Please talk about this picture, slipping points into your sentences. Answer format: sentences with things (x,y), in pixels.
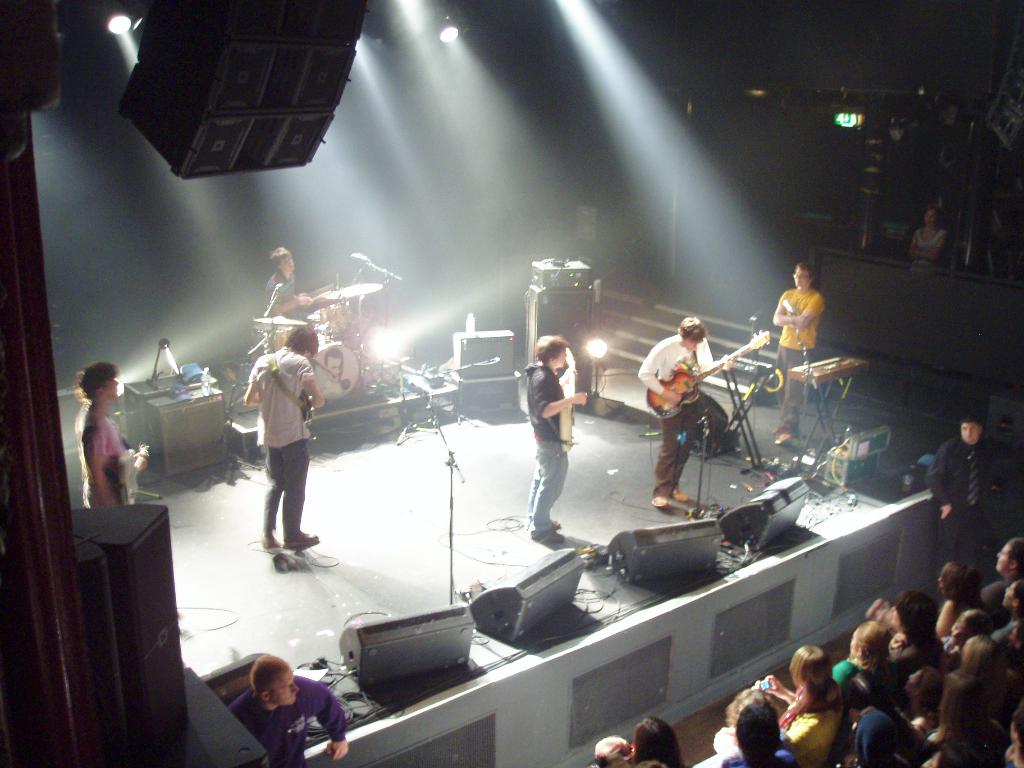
In this image I can see number of people (273,525) where few of them are standing and few are sitting. Here on this stage (235,537) I can see few people (87,484) are holding guitars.
